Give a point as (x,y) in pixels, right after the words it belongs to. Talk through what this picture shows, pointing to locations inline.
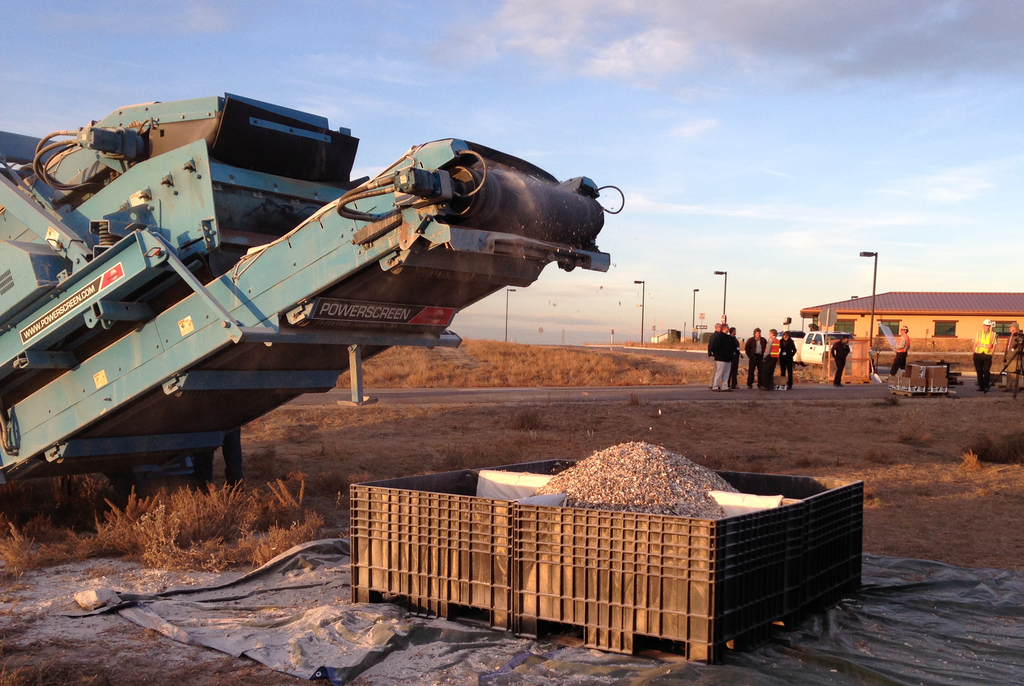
In this image there is a vehicle (33,312) on the grassland (334,473). There is a basket (577,564) on the cover (881,669). Basket (470,538) is having some item (609,485) in it. Few persons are standing on the road (957,390). A vehicle (808,341) is on the road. Few street lights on the pavement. Behind there are few houses (967,315). Top of image (701,106) there is sky (719,152).
